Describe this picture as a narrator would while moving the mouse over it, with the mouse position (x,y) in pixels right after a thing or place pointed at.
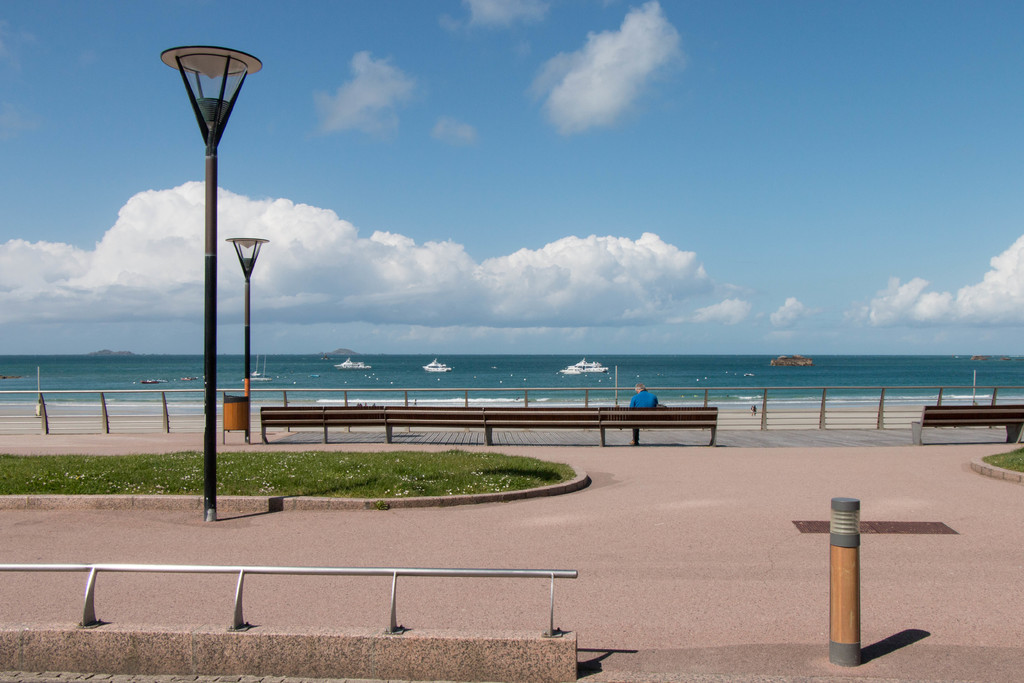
In this picture there is a person (638,413) sitting on the bench (493,439). There are benches (526,418) and there are street lights (209,228) and there is a railing (91,577). At the back (302,377) there are boats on the water (178,369) and there are mountains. At the top (359,165) there is sky (446,158) and there are clouds (289,253). At the bottom (711,522) there is water (736,395) and there is a road (746,511) and there is grass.
